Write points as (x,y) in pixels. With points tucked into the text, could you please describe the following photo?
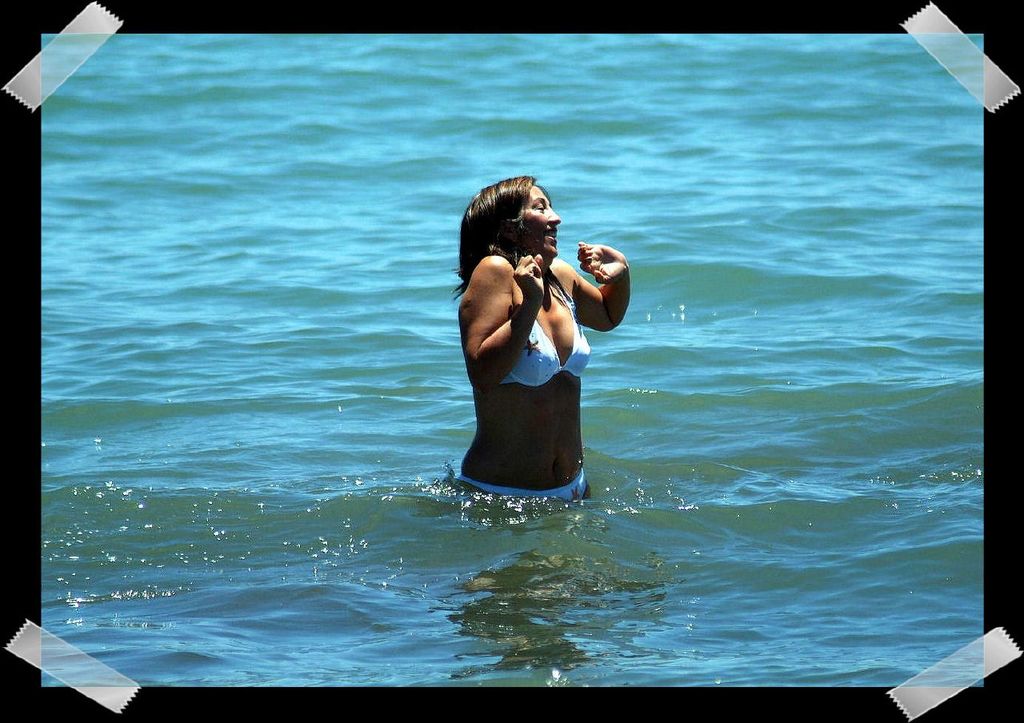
In this picture I can see a photo (330,213), where I can see a woman (466,224) in the water (450,257) and I see that, the woman (532,423) is wearing white color swimming suit (529,345).
